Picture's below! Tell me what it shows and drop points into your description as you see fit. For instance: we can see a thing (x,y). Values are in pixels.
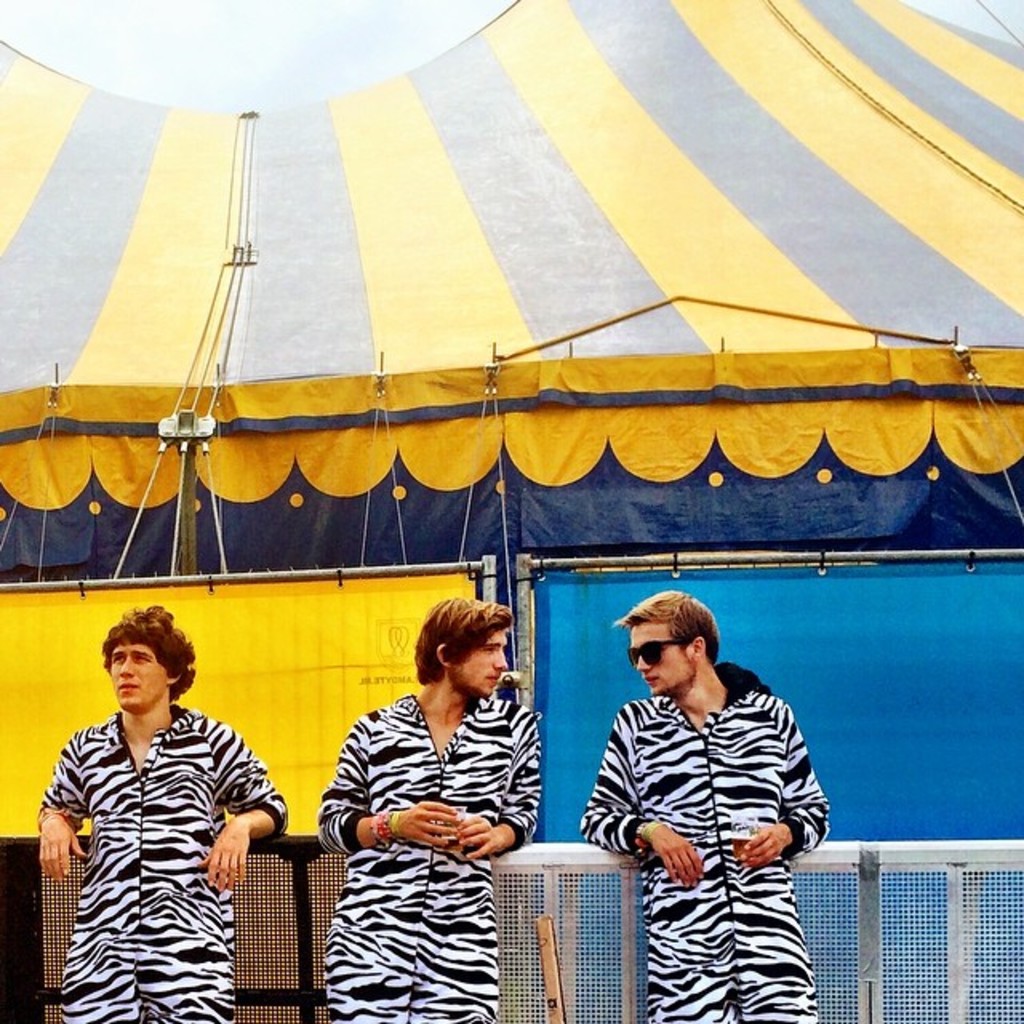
In this picture we can see three men (496,949) wearing zebra costume (697,945) and standing in the front (302,870). Behind we can see the big yellow and blue tent (1,404).
